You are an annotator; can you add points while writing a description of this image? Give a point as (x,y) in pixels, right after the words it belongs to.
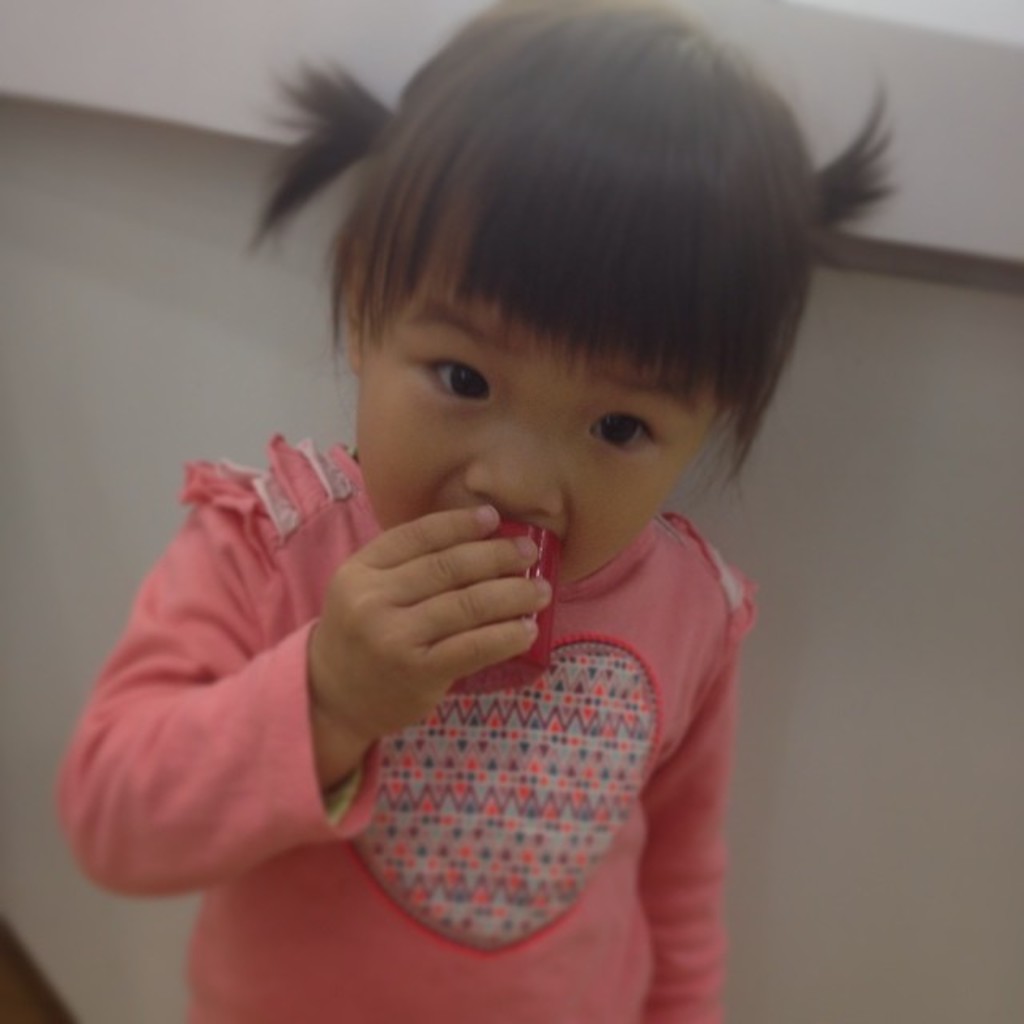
There is a cute baby girl (426,798) standing in front of a table (773,860), she is wearing pink dress (564,905) and she is putting some object (551,553) into her mouth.
